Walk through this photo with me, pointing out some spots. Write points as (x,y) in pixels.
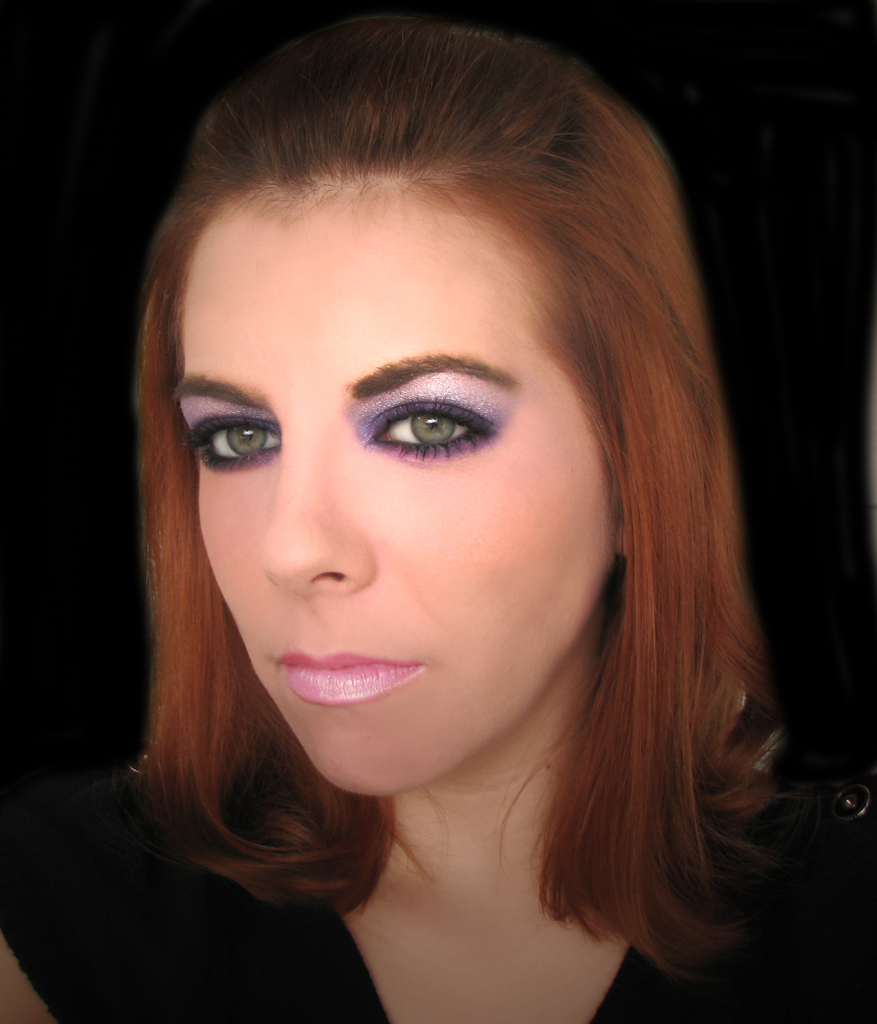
In this picture I can see a woman (394,588) is wearing a black dress (203,871).
